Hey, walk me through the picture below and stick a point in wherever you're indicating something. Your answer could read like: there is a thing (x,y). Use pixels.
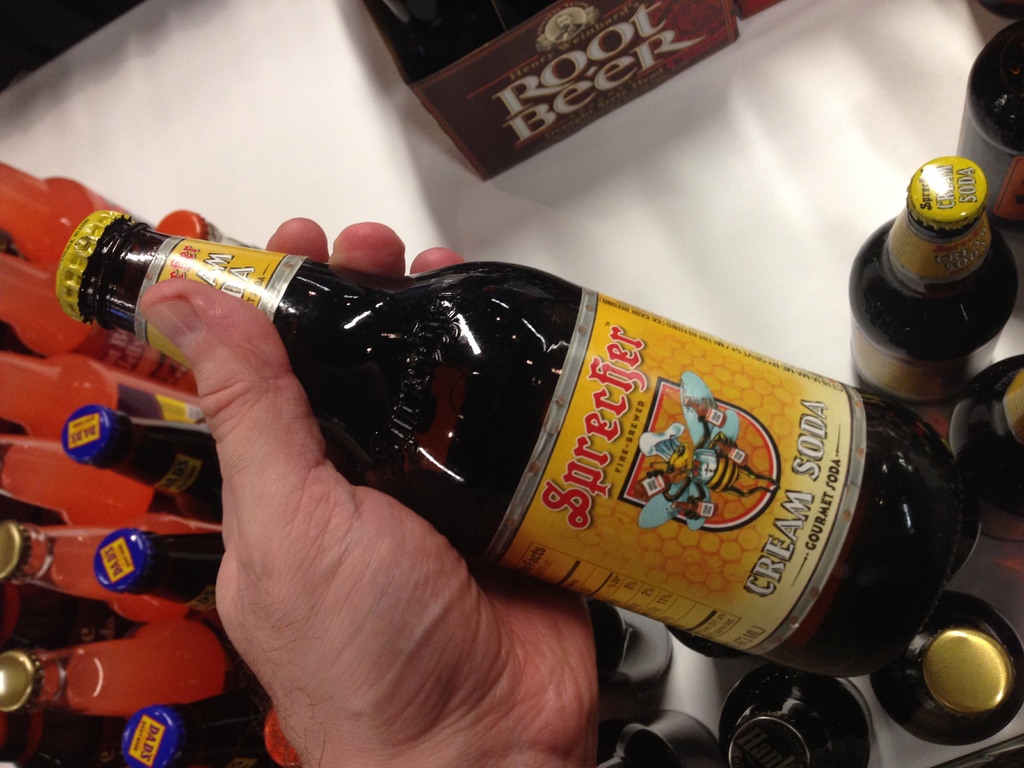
In this picture we can see a person (318,765) holding a bottle (510,380) and these are the bottles (1006,430).
